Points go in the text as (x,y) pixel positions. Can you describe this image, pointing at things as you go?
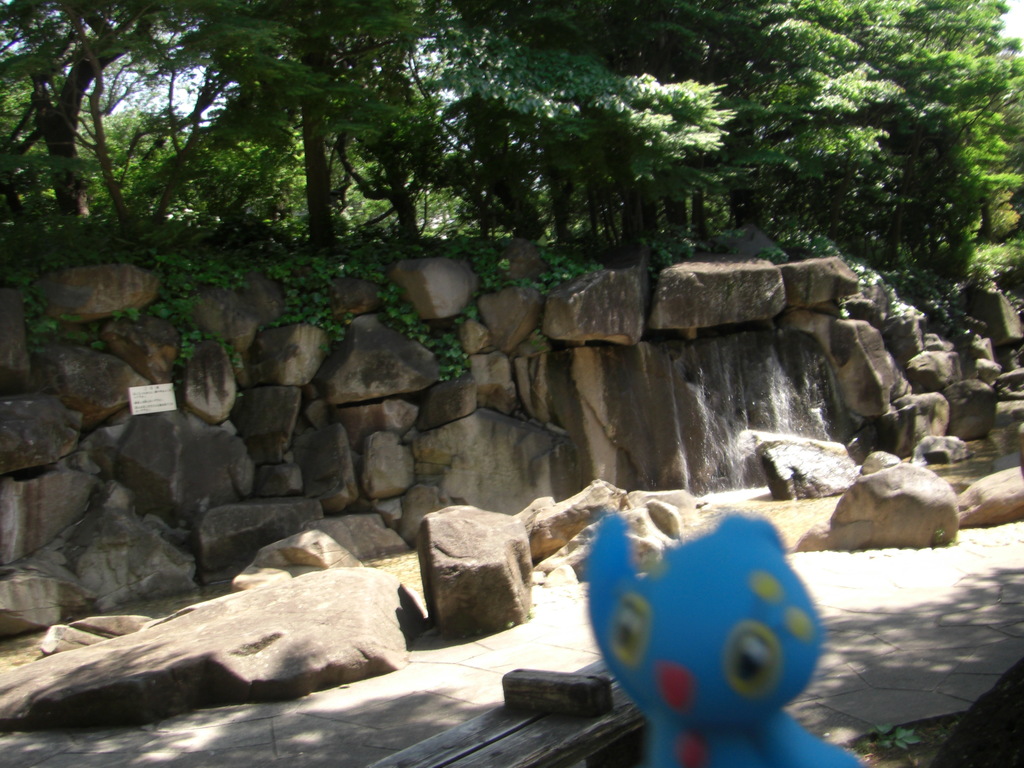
In this picture we can see a blue color toy (686,616), in the background (793,533) we can find few rocks (547,370), water (732,403) and trees (560,209).
